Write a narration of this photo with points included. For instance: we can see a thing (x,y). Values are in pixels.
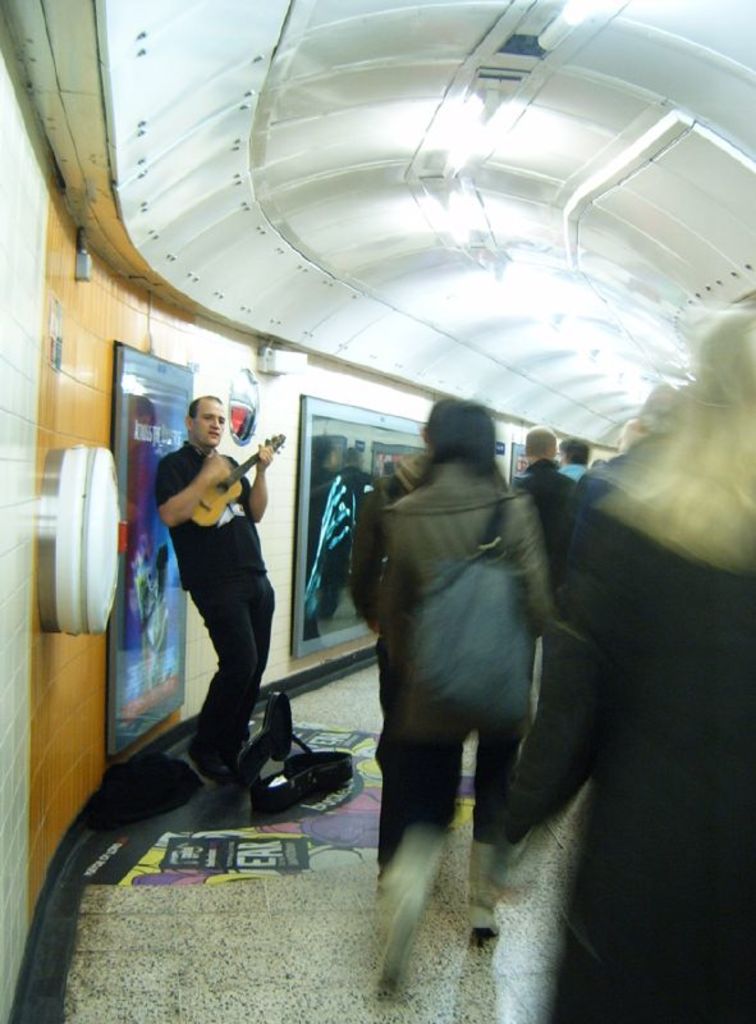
As we can see in the image, there are few people (552,506) and a banner (123,686) over here. The man (199,469) who is standing here is holding guitar (215,499).
